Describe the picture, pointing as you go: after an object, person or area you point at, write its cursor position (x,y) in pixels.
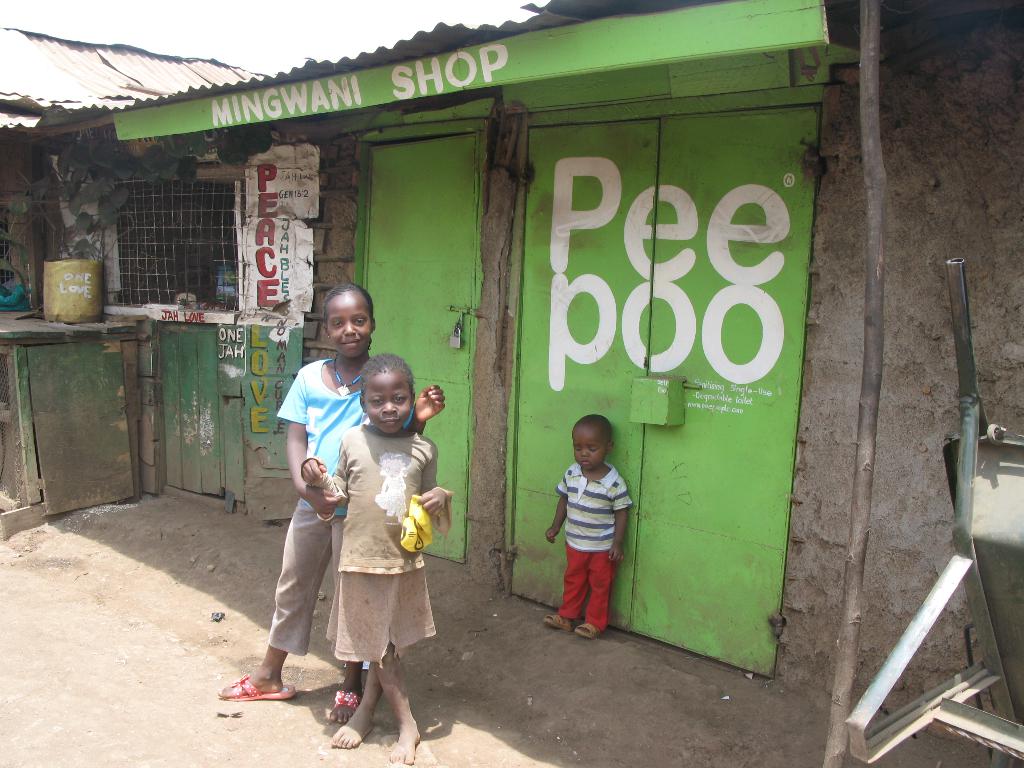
In this image we can see some children (566,480) standing on the ground (478,680). In that a child (418,730) is holding an object (419,520). On the right side (913,724) we can see a cart (900,724) and a wooden pole (850,596). On the backside (865,677) we can see a house (549,575) with a roof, signboard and doors (686,280) with some text (558,348) on it. We can also see a container (99,295) on a table (96,367), a metal grill (153,281) and a paper (302,156) with some text (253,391) which is pasted on a wall (321,286). On the top of the image (112,31) we can see the sky (339,17).
